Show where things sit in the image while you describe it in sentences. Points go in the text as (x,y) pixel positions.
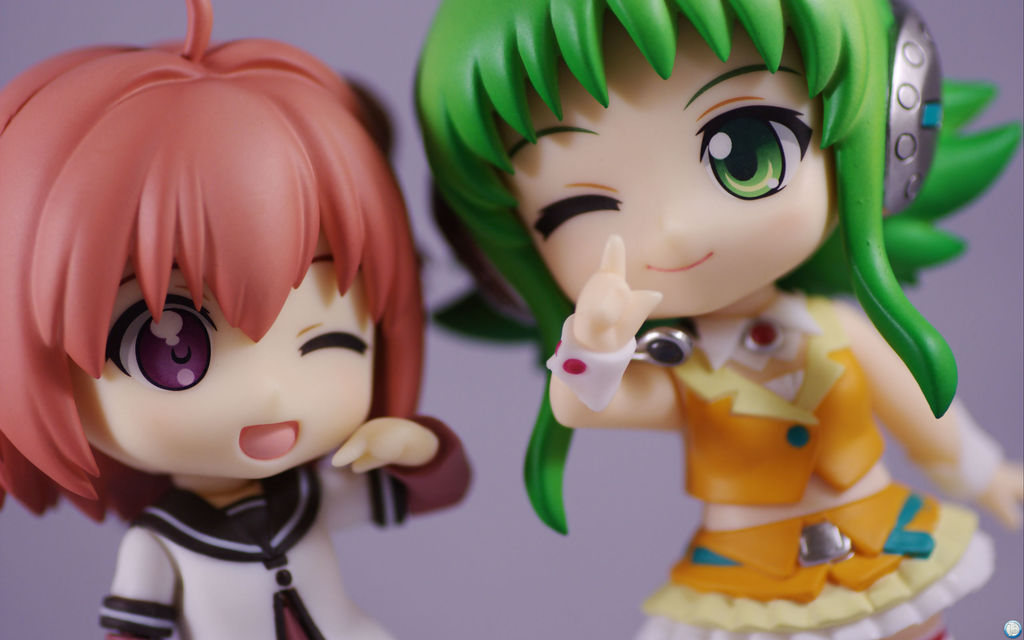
In this image, I can see the toys of the girls (712,496). The background (102,25) looks light purple in color.
